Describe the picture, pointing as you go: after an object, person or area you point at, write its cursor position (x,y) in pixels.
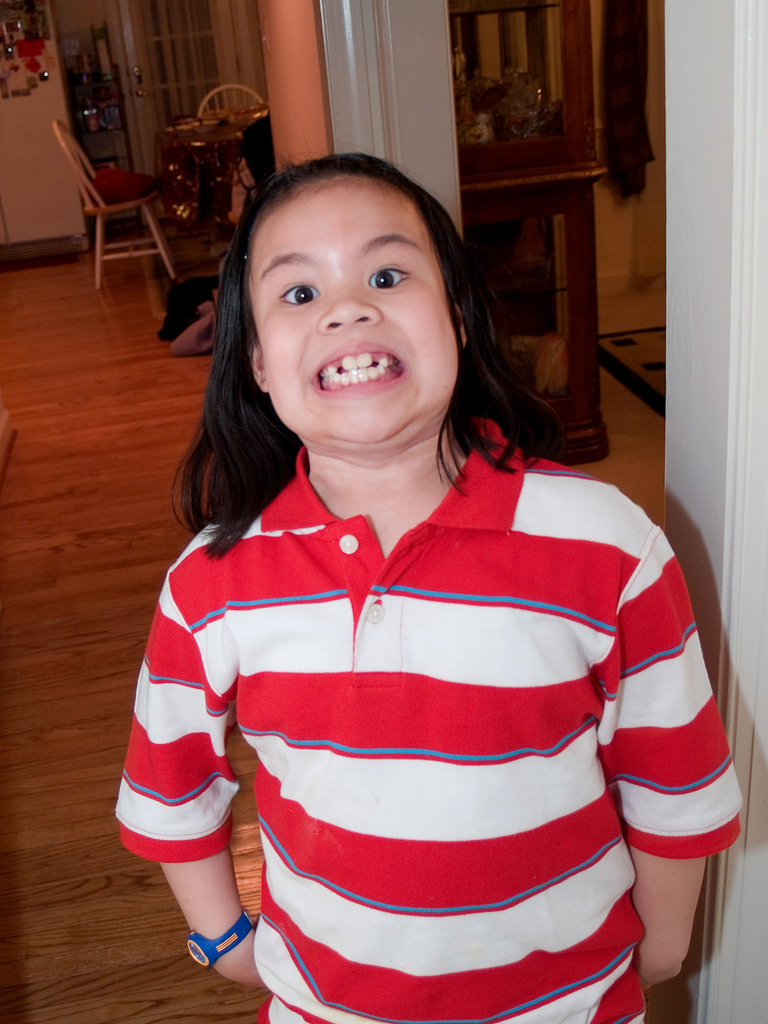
This picture is an inside view of a room (338,466). In the center of the image (343,342) we can see a girl (374,544) is standing and wearing t-shirt (325,789), watch (236,934). In the background of the image (331,99) we can see the wall (340,103), pillar (296,71), door (178,87), chair (71,154), table (205,170), clothes (615,68) and floor (70,629).
